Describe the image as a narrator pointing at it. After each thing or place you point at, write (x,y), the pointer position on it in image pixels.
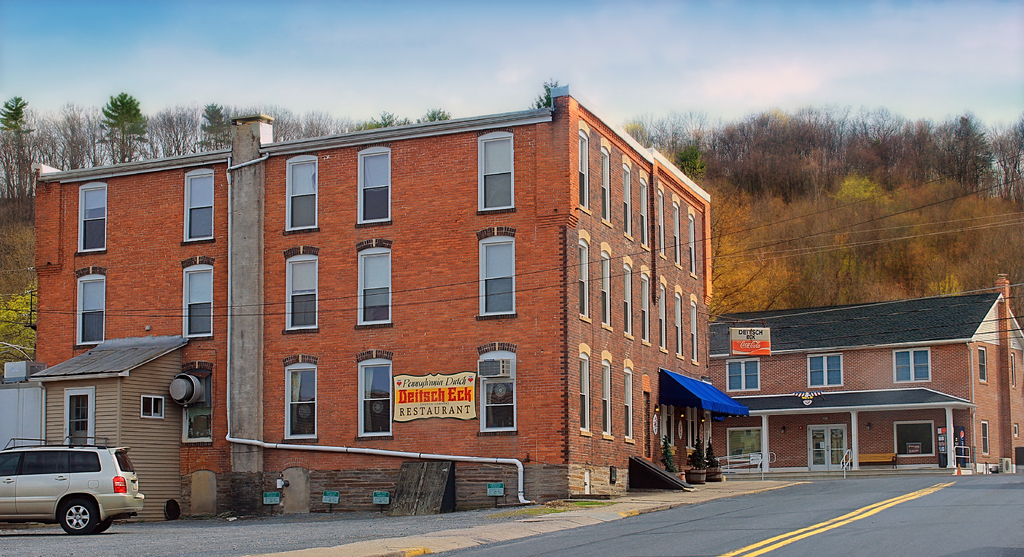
In the center of the image (447,270) there are buildings (620,382). On the right (853,495) there is a road (820,522). On the left (59,492) there is a car (120,471). In the background (108,137) there are trees (827,177) and sky (496,53).
